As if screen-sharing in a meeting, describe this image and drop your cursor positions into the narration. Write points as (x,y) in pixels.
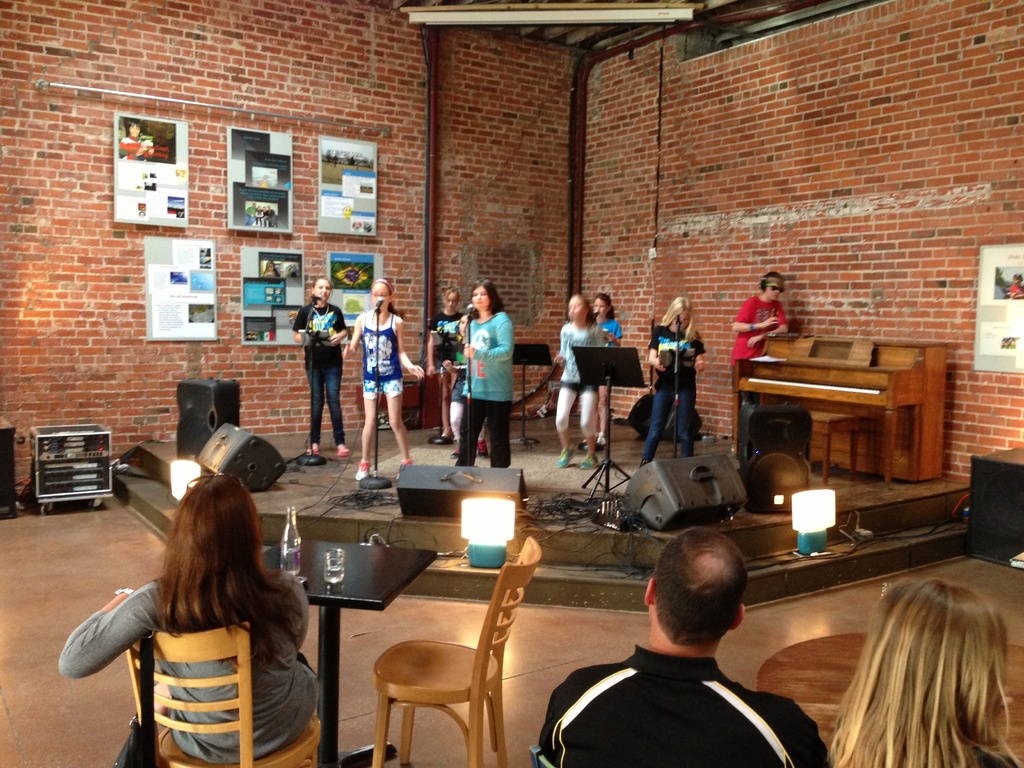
On the background of the picture (739,142) we can see a wall (677,110) with bricks (677,110). these are the boards (178,248). This is a table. We can see few people (731,690) sitting on the chairs (170,651) here. This is a table (350,607). On the table (304,557) we can see a bottle (289,549) and a glass (335,564). These are electronic devices (756,484). On the platform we can see girls (482,423) standing and singing.
